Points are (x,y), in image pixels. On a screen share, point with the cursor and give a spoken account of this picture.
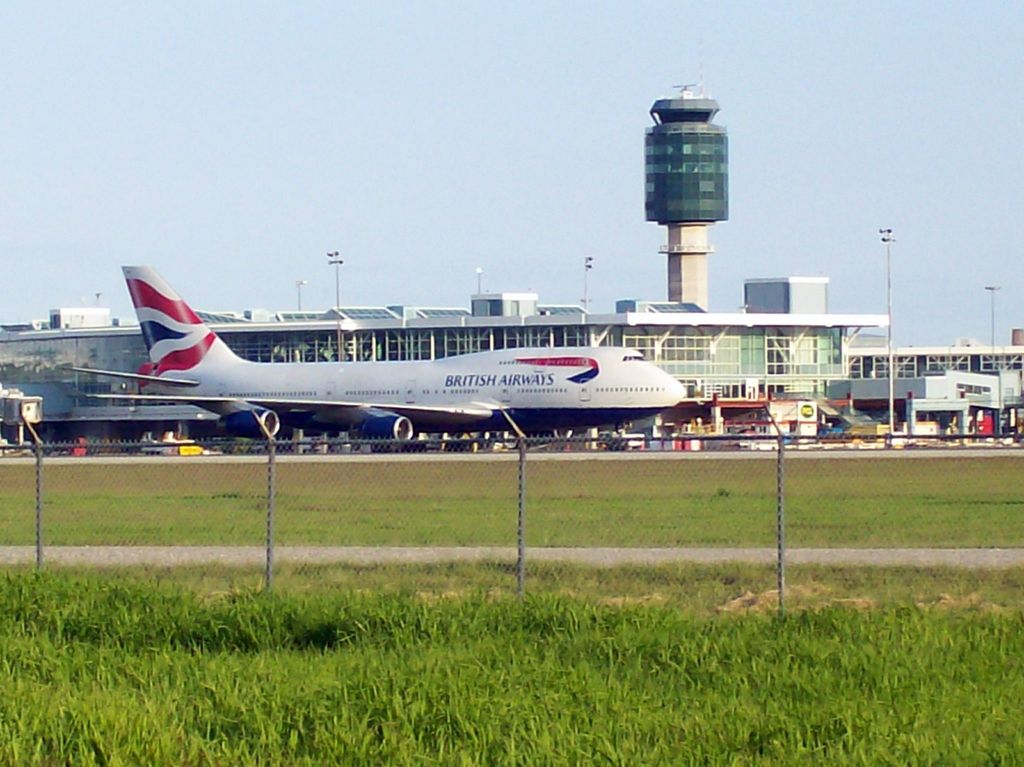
In this image at the bottom (485,632) there is grass (536,638) and fence (336,565), and in the background (675,273) there are some buildings (932,357), airplane (559,430), poles (993,352), lights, tower (710,141) and some other objects (935,429). At the top (169,146) there is sky (617,141).
